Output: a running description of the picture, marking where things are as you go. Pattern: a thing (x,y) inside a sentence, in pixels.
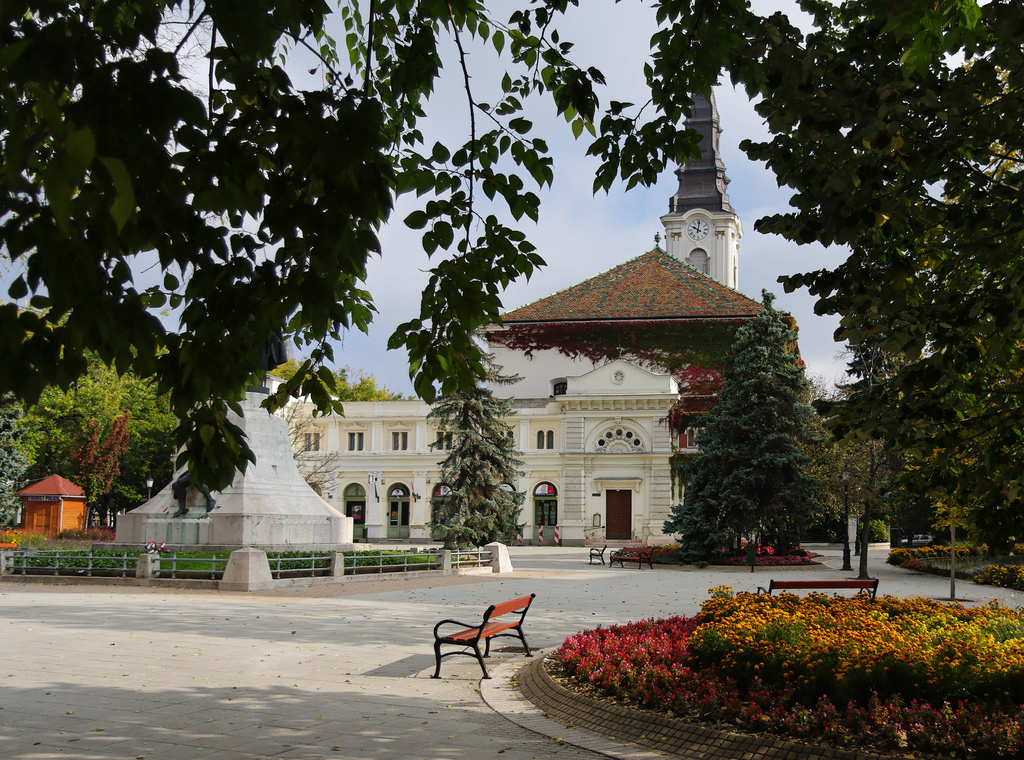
This picture is clicked outside. In the foreground (895,673) we can see the flowers (787,682), plants (736,676), green grass (432,559) and benches (833,583) and we can see the trees (226,470). In the center (370,434) we can see the buildings (574,388) and a spire (700,182) and we can see the clock (702,231) attached to the wall of a spire (713,263) and we can see the windows (351,512) of the buildings (412,514) and there is a white color object (245,506). On the left (80,495) we can see a cabin (75,508). In the background (150,391) we can see the sky (422,252), trees (851,365) and many other objects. On the right corner (927,535) we can see a vehicle (921,548).
